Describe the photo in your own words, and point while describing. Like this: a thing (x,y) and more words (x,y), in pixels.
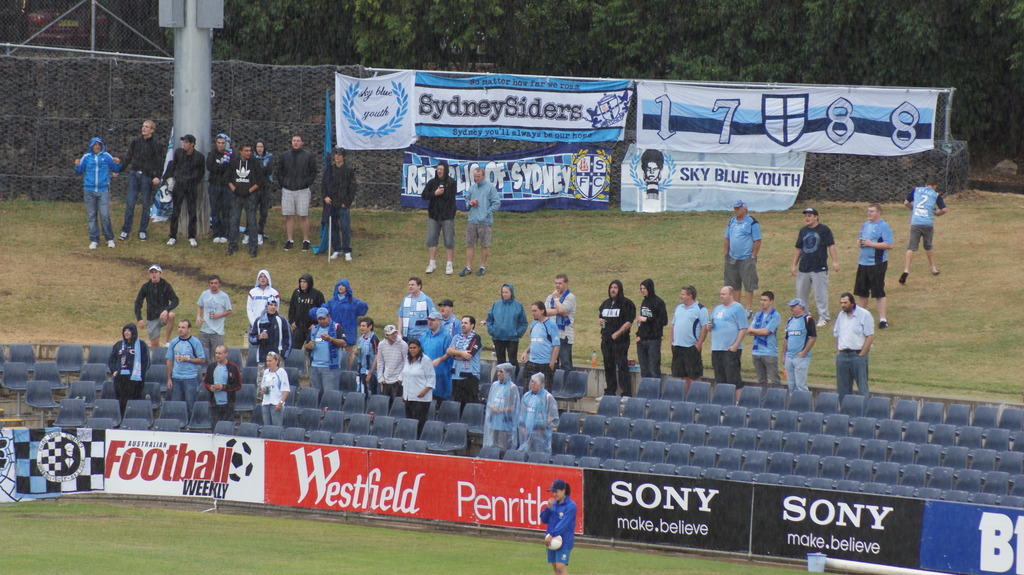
In this image we can see a group of people (677,373) standing beside the chairs (579,431). We can also see a fence (371,505), a bucket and a person (565,546) standing on the ground (360,529) holding a ball (560,545). On the backside (531,203) we can see some people (223,182) standing beside a metal fence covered with some banners (581,168). We can also see a pole (187,230) and a group of trees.
